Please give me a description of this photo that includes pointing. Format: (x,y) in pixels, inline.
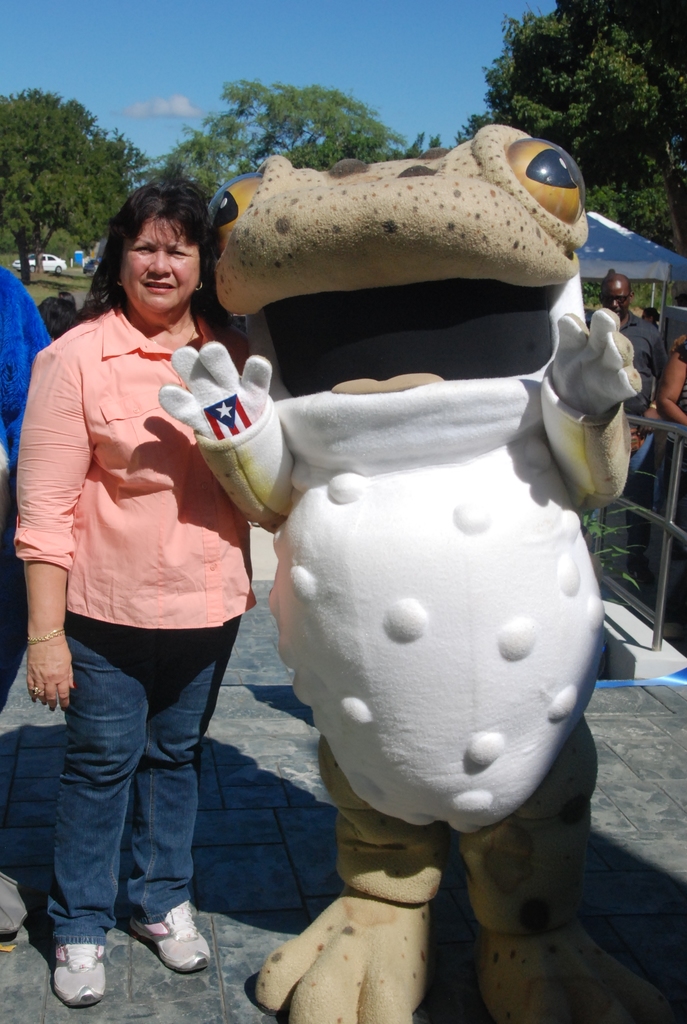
In this picture we can see a woman (144,484) and a mascot (399,399) are standing on the floor (300,871). In the background (677,342) we can see some people (649,324), fence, tent (623,249), car (46,260), trees (89,214), some objects (16,314) and the sky (337,61).
